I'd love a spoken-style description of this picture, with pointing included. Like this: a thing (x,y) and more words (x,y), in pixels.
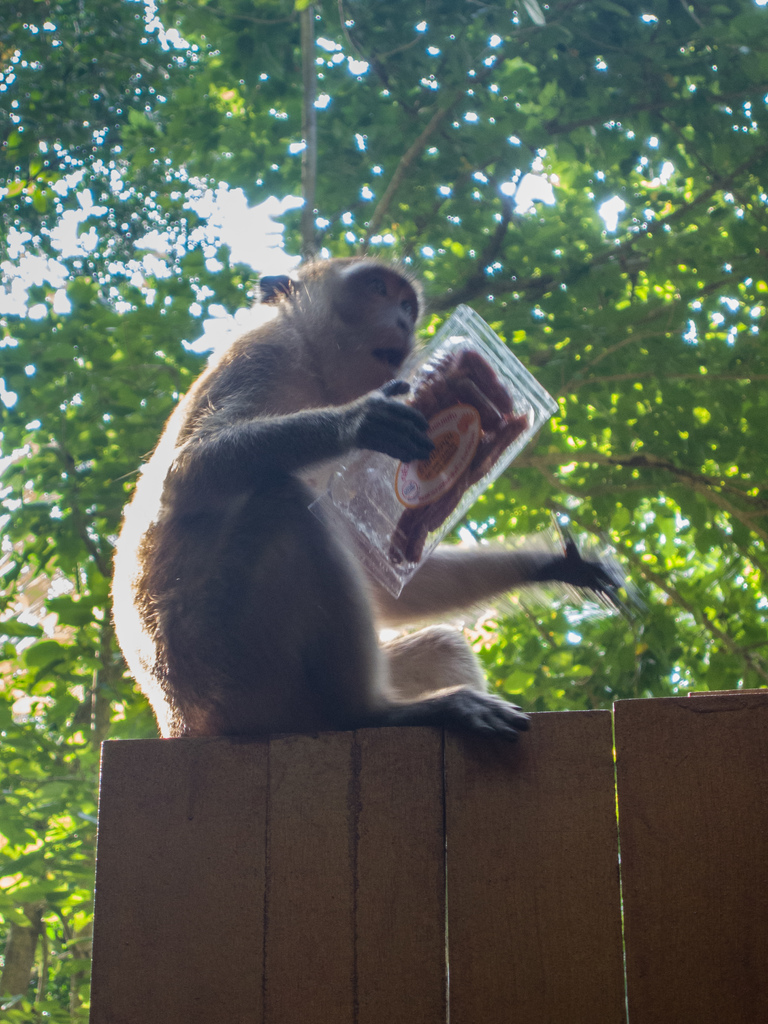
In this image there is a monkey (303,725) sitting and holding a box (532,402), and in the background (739,274) there are trees (16,752), sky (225,239).
